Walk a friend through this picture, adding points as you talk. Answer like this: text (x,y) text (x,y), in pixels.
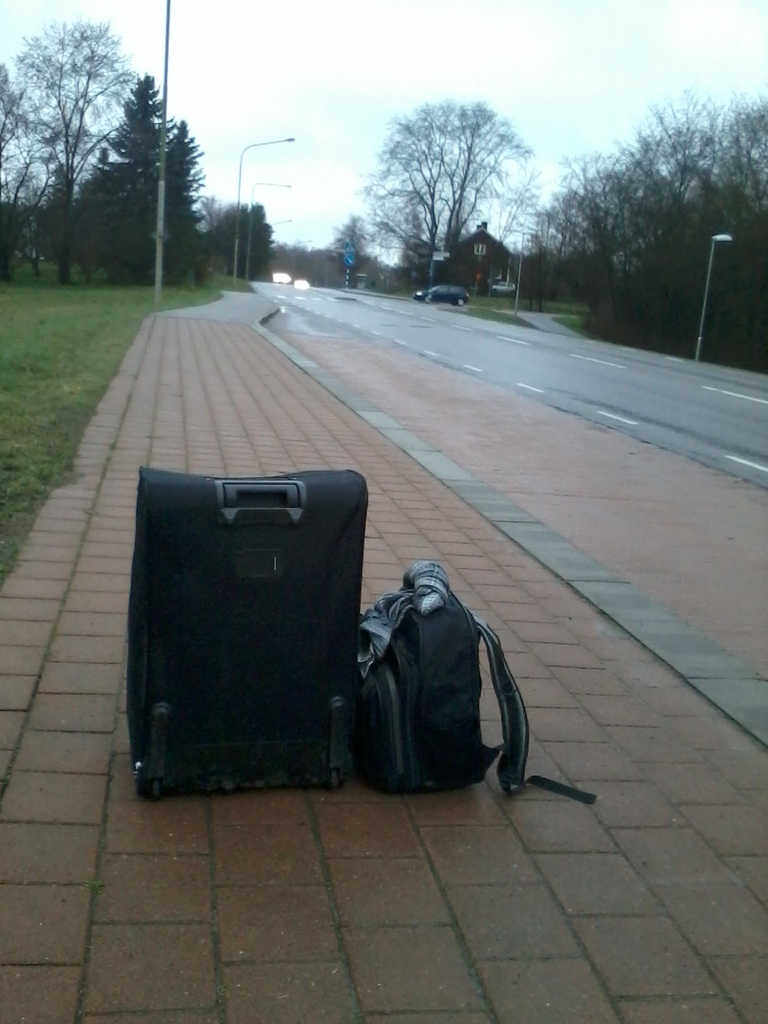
In this image I see 2 bags (191,541) on the path (56,1019) and I see the grass (49,283) over here. In the background (761,120) I see lot of trees (112,86), poles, sky (170,71) and a car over here.
